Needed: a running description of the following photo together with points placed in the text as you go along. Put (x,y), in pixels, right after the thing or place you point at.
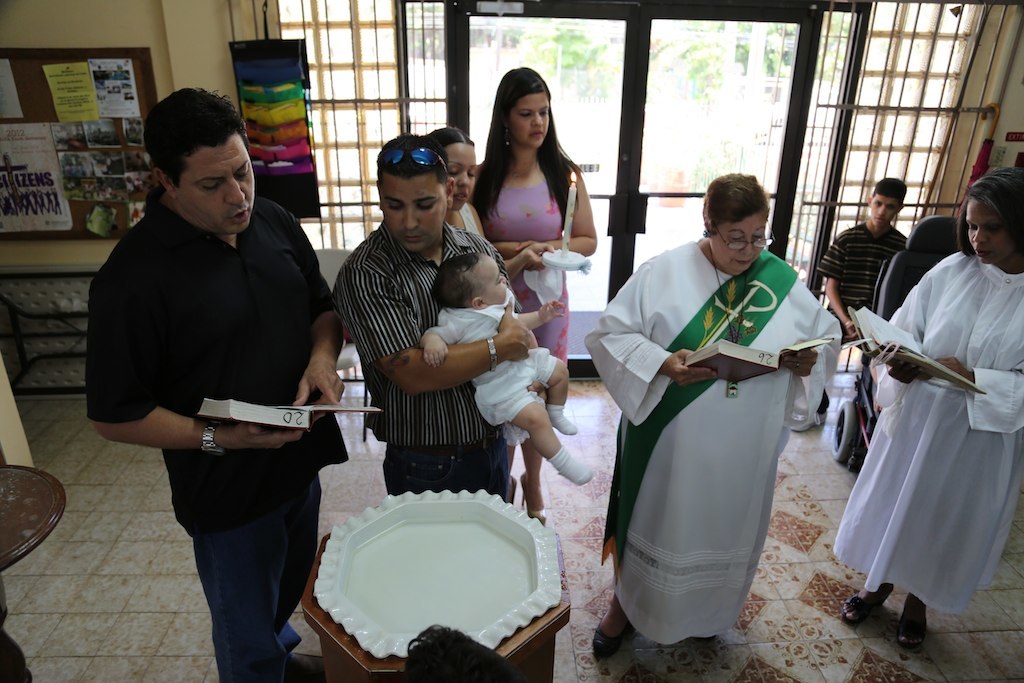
In this image there are a few people (437,242) standing and one person (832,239) is sitting on the chair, one of them is holding a baby (523,394) and others are holding books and a candle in their hands (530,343), in front of them there is a table (340,639), on the table (317,560) there is a tub (450,573) with water (391,589) in it. In the background (88,172) there is a board (118,161) with some papers (75,146) and poster (44,158) on it is hanging on the wall (225,79), beside that there is an another object (275,97) hanging and there is a glass door (583,139).
